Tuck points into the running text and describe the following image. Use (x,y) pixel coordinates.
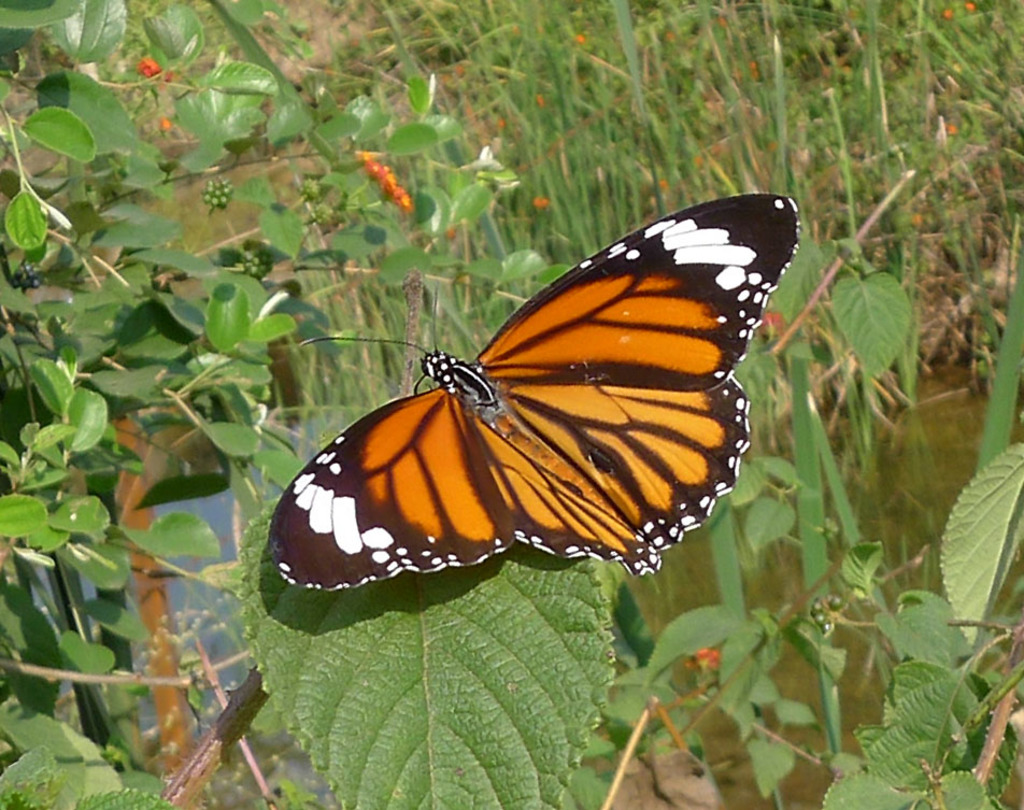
In the foreground of this picture (424,509), there is a butterfly (465,551) on a leaf (489,651). In the background (166,629), we can see plants (165,248), grass (1006,391) and the water (979,420).
